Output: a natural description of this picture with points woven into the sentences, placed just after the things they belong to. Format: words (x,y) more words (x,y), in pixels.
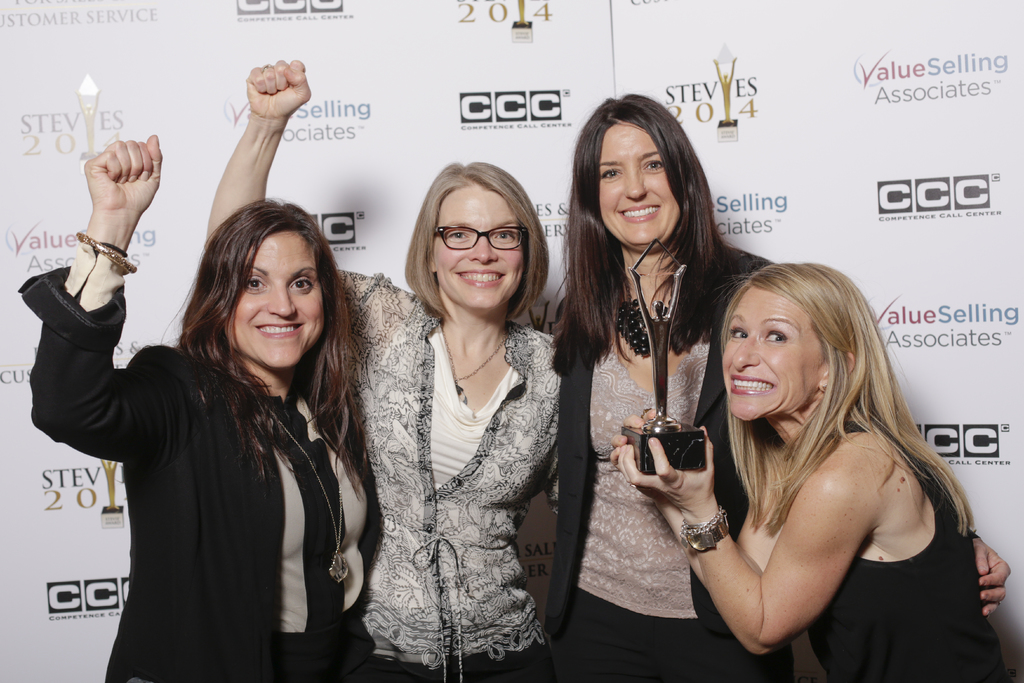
In this image, there are a few people (763,331). Among them, we can see a person (712,492) holding an object (643,450). In the background (451,3), we can see some boards (493,69) with text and images (519,10).
